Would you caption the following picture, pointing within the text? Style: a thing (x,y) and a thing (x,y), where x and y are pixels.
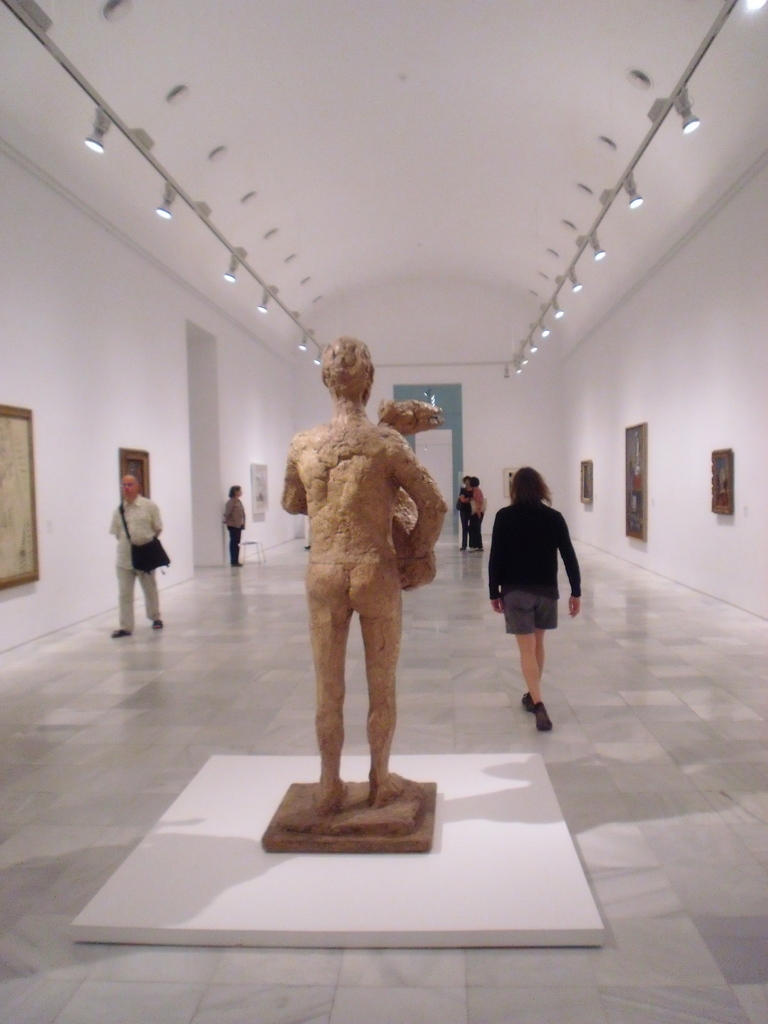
In this picture we can see a sculpture (335,730) and in front of the sculpture (383,560) there are two people (515,580) walking on the floor (300,575) and other people (239,520) are standing. On the left (88,445) and right side of the people (546,545) there are wall (110,473) with photo frames (721,478) and on the top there are ceiling lights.
